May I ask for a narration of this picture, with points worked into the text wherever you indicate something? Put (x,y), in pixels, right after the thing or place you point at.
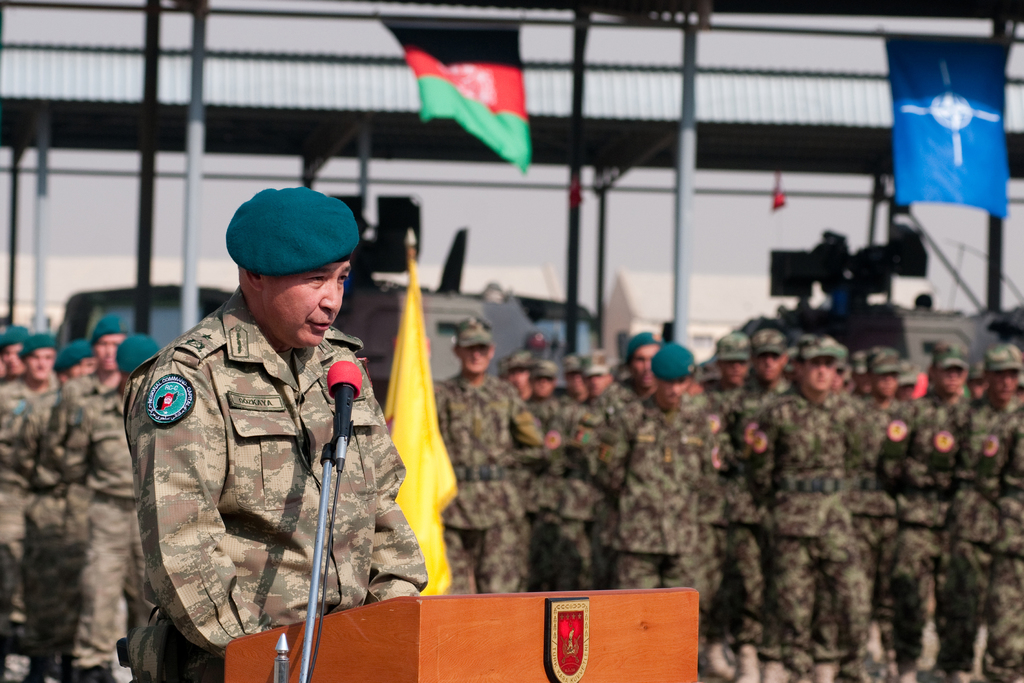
In this image we can see a man (262,328) is standing. He is wearing an army uniform (279,487) and cap (257,262). In front of him, we can see a podium (381,664), stand (318,503) and mic (349,414). In the background (17,380), we can see so many men (513,405) are standing and wearing army uniforms (724,493). We can see flags (416,282), poles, vehicles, buildings (57,291), shelter (116,70) and the sky (536,230).
